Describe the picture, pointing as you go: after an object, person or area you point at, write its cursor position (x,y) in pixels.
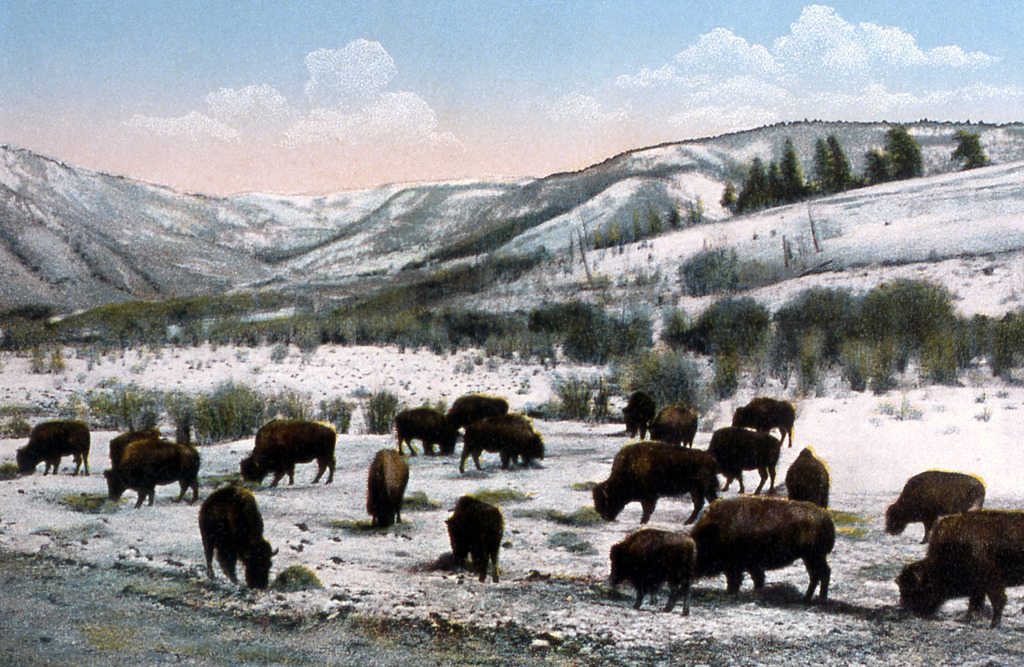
This picture shows a painting (548,529). We see few animals (932,602) and trees (500,334), hills (601,201) and a cloudy sky (670,49).
